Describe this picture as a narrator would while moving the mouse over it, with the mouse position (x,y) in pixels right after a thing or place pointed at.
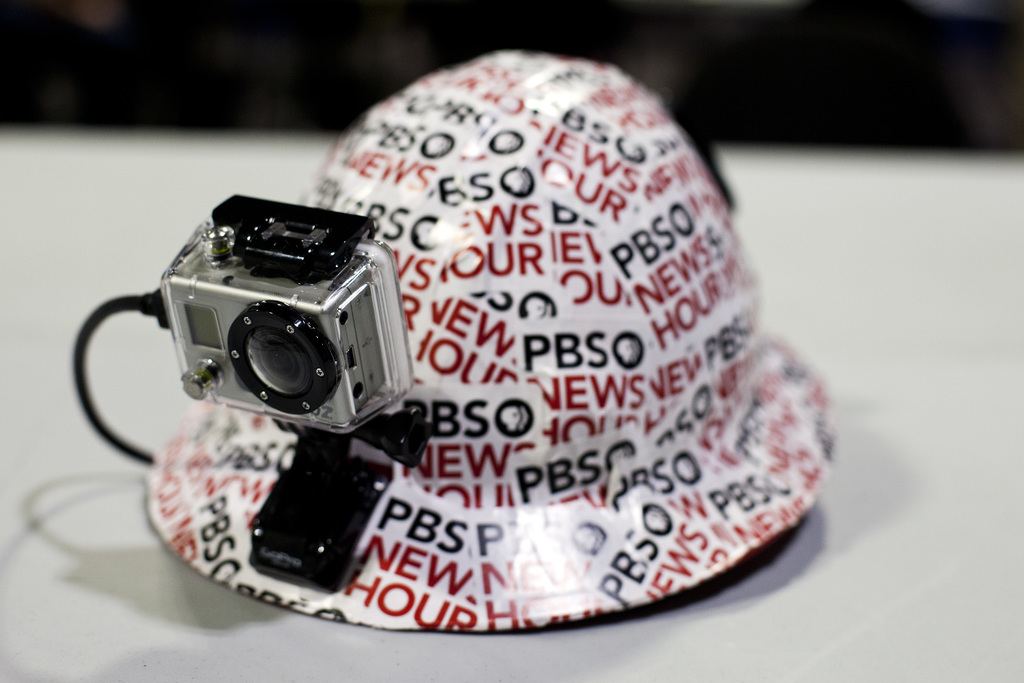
In this image I can see a cap (698,383) in white color and I can see something written on the cap (523,366). In front (205,325) I can see the camera (391,258). The cap (569,458) and the camera (389,379) are on the white color surface (90,144).
